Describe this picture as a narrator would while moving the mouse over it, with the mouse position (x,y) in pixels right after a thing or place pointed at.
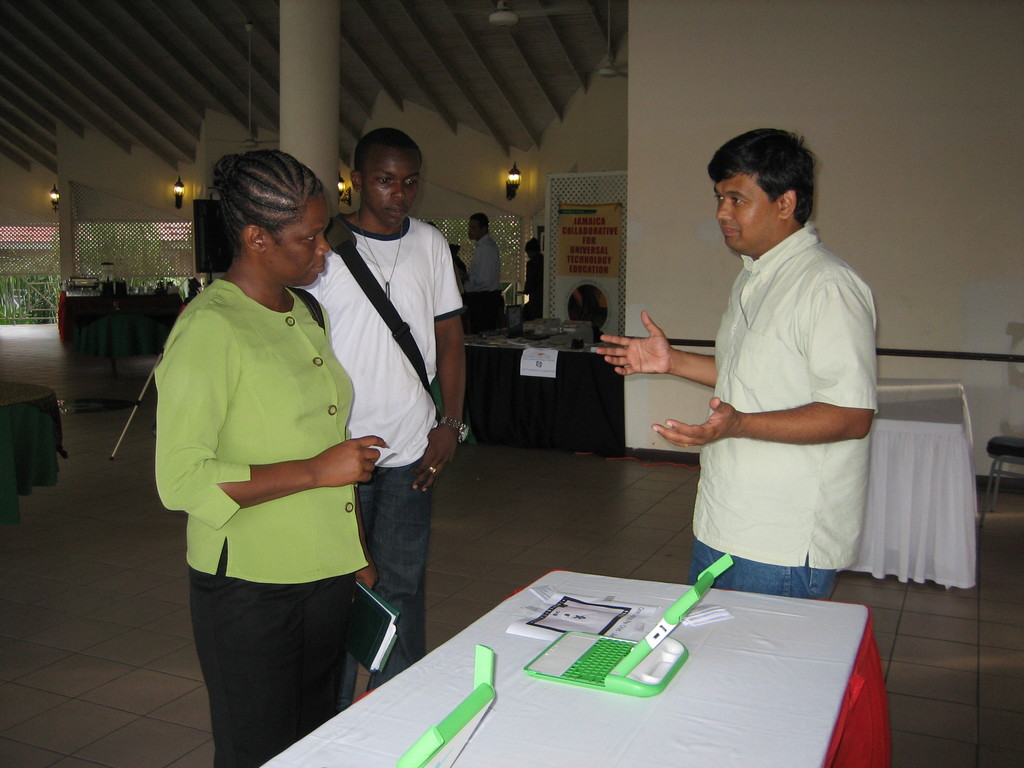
This image is clicked inside a room (564,59). There are a few people (484,318) standing. There are many tables (722,665). There are clothes (776,622) spread on the tables (545,735). In the foreground (515,604) there is a table (518,697). On the table (556,710) there are papers (590,611) and gadgets (452,722). Beside the table (577,591) there are three people (391,347) standing. Behind them there is a pillar (304,74). In the background (659,108) there is a wall (640,108). There are lamps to the wall (172,178). Outside the room (63,275) there are plants (14,303) and another house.
